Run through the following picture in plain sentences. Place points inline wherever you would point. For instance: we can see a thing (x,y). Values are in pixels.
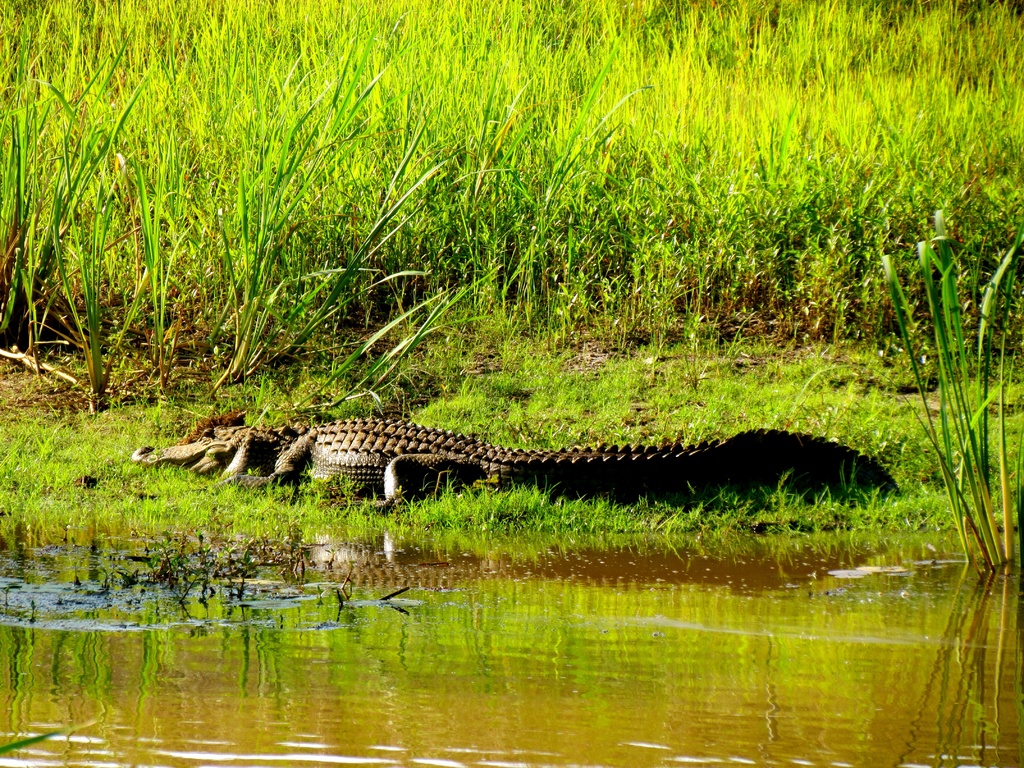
Here we can see water (482,725), crocodile (381,458), grass (479,423) and plants (425,107).
